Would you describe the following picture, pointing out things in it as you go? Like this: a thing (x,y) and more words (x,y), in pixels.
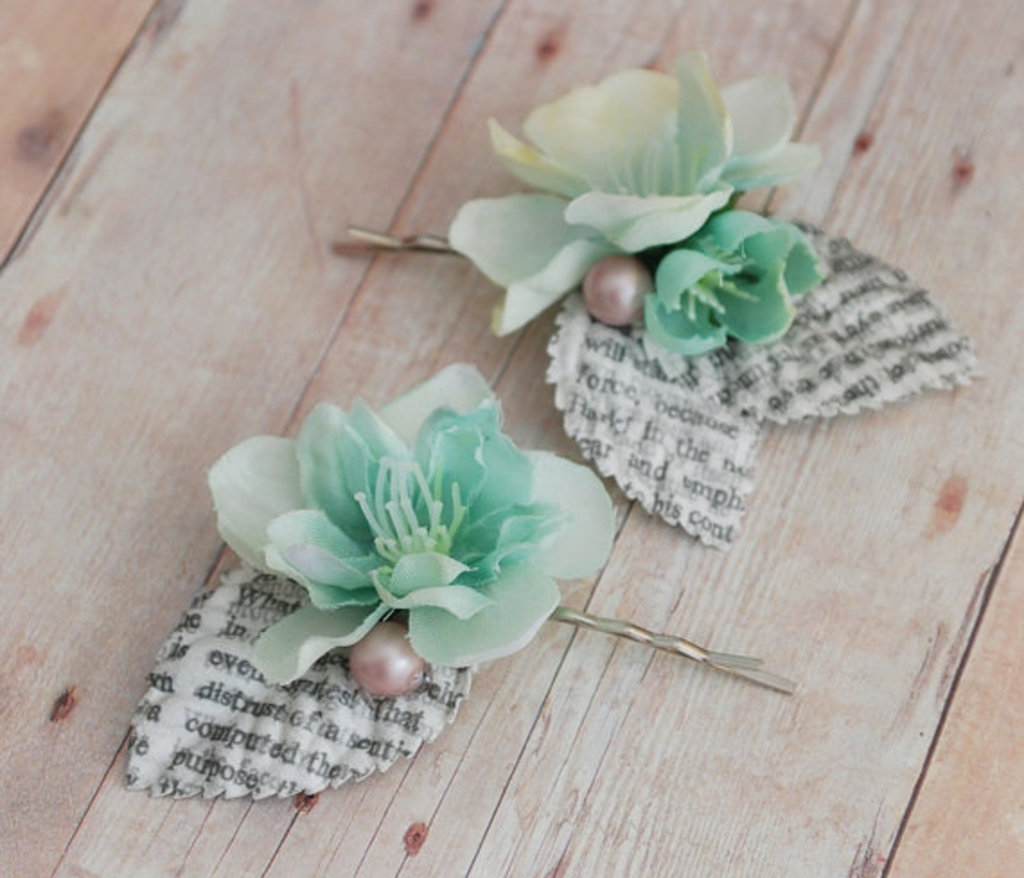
In this image we can see the flower model hair pins (502,569) on the wooden surface (119,640).
